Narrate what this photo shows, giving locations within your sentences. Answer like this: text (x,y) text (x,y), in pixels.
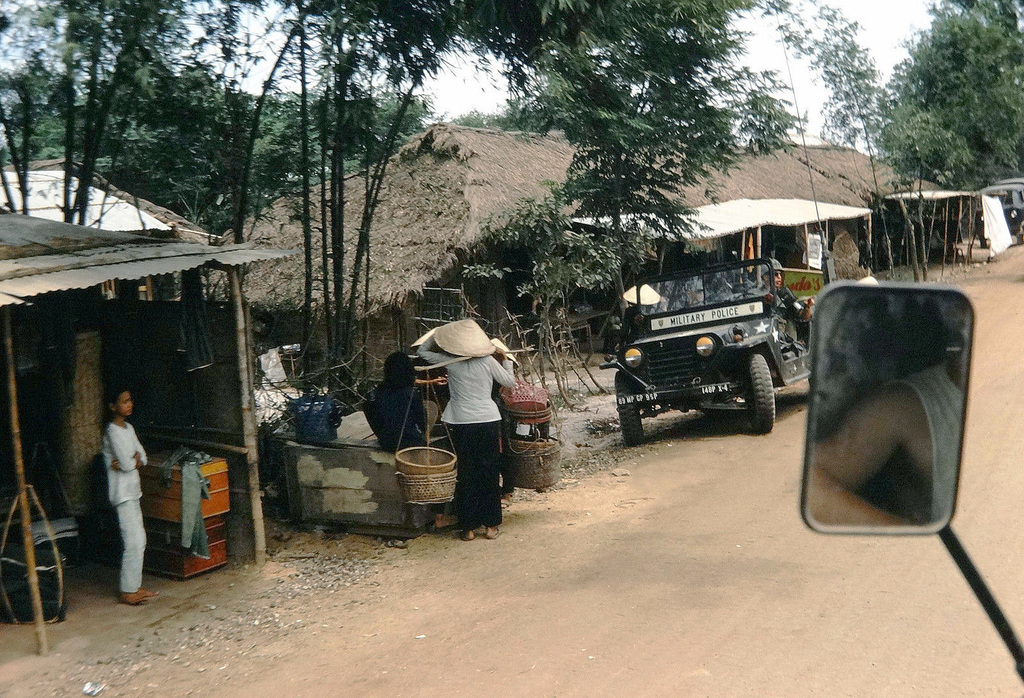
This picture shows few houses (214,447). We see few baskets (419,455) and trees (959,30) and we see a jeep (728,336) on the road (700,458) and a vehicle (1015,206) on the back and a cloudy sky (488,91) and we see a human (479,355) wore a cap (473,331) on the head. This picture is taken from the vehicle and we see a side mirror (952,389) of the vehicle (894,378).
